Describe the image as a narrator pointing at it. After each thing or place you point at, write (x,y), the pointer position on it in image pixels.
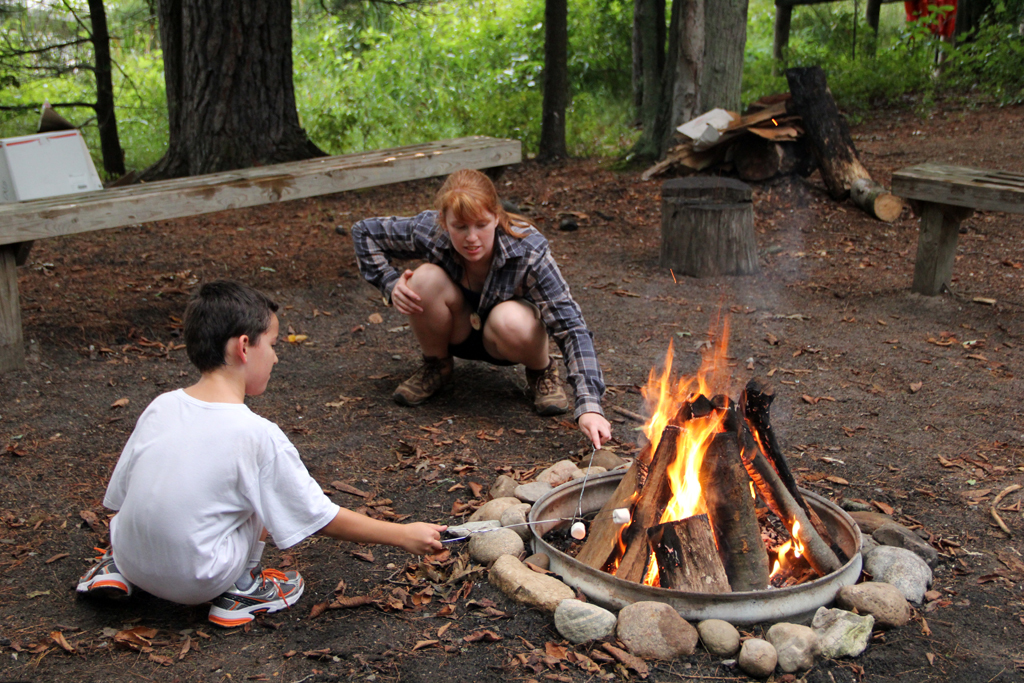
In this image there are two kids (441,337) who are holding the sticks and keeping near the camp fire (628,502). In the background (284,185) there is a bench (363,165) on which there is a box (44,169). In the background (588,55) there are trees (471,18). On the right side (720,131) there are wooden sticks (839,174) on the ground (861,285). On the ground (961,426) there are dry leaves (996,468). There are stones (553,578) around the campfire (716,453).
